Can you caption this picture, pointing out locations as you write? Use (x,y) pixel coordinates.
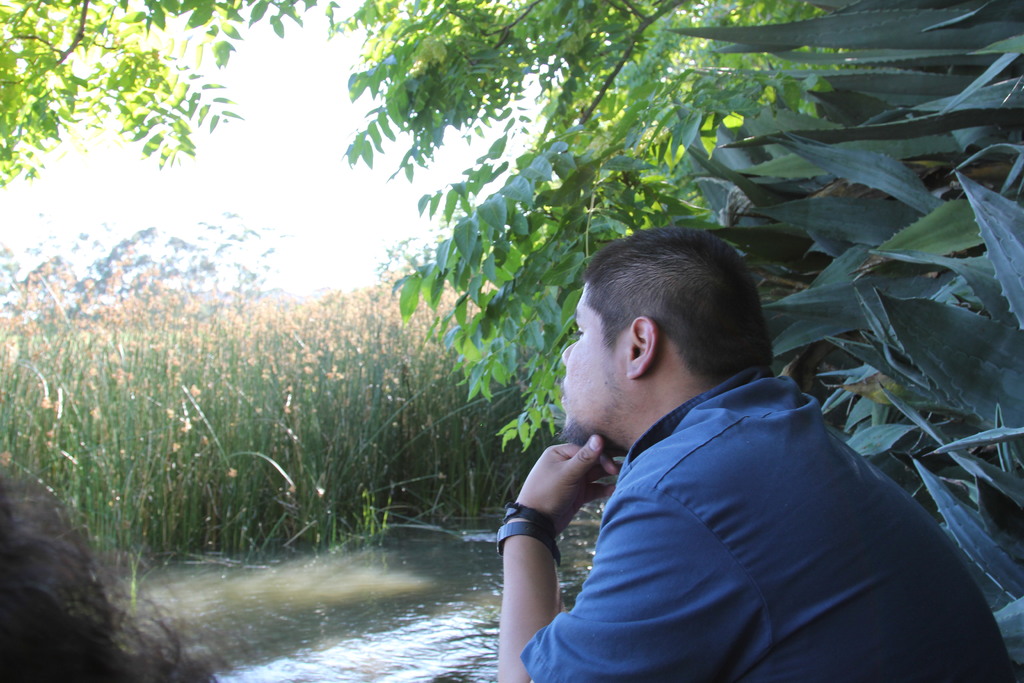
In this image I can see two persons (615,644), water (477,639), plants (345,363), trees (527,254) and the sky (221,171). This image is taken may be near the lake (235,651).
